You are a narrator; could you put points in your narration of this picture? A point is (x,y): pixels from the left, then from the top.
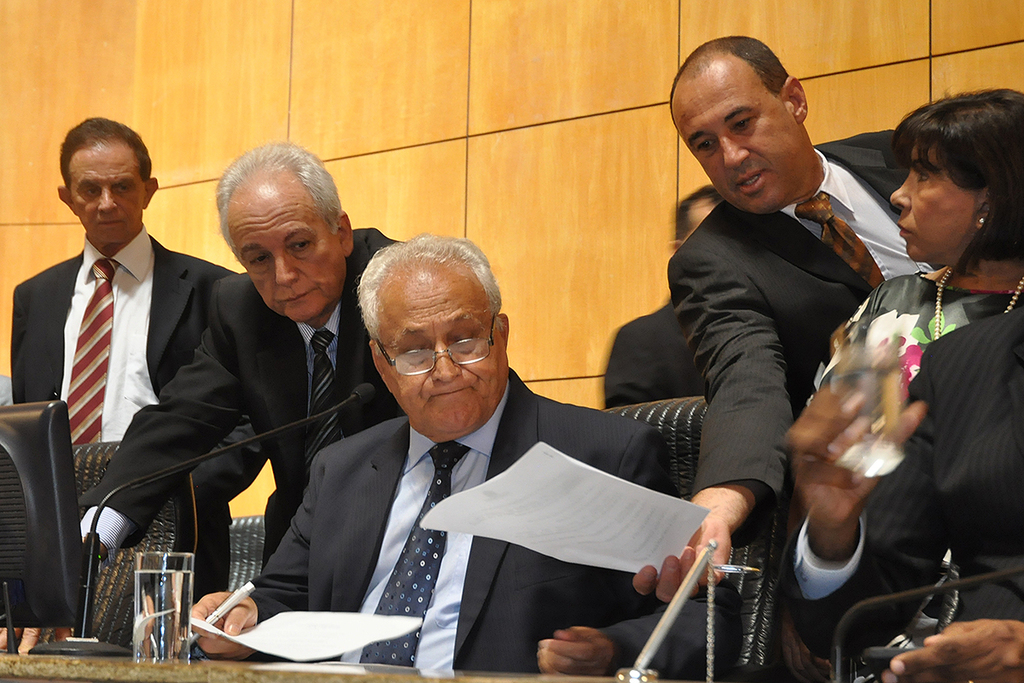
There are people (726,219) standing and this man (678,634) sitting on chair (689,438) and holding paper (278,652) and pen (239,596). We can see microphones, glass (186,551), monitor (55,552) and objects (708,574) on the table (51,676) and chairs (172,519). In the background (587,296) we can see wooden wall (380,85).
